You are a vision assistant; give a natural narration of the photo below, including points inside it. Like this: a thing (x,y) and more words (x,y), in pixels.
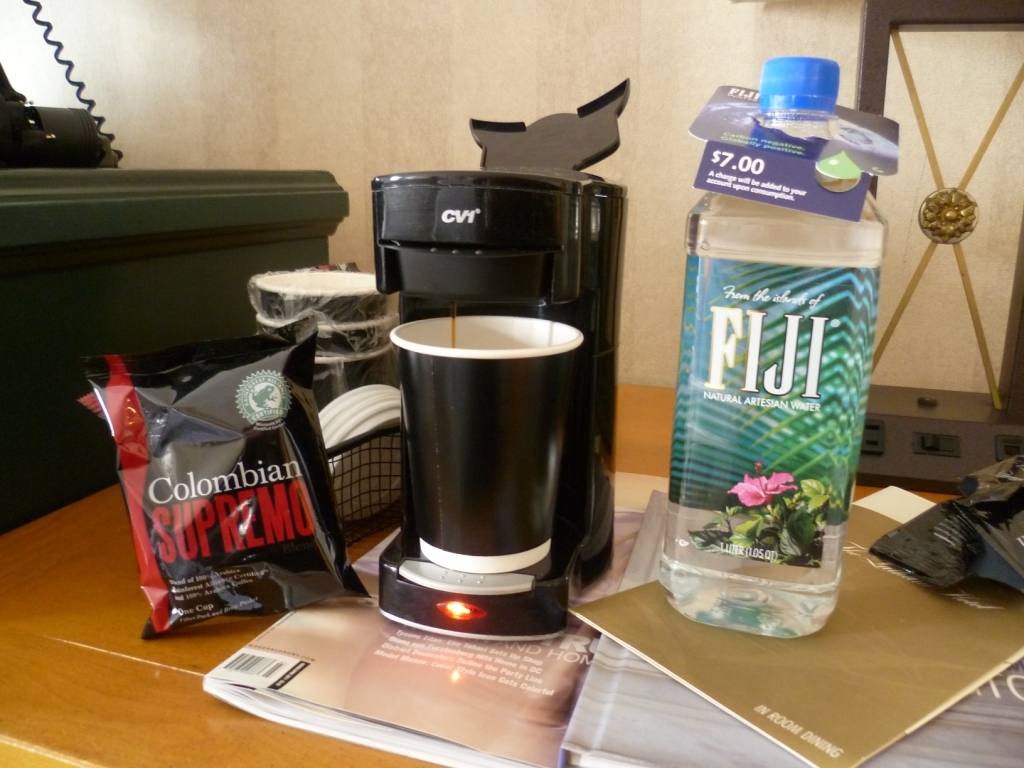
In this image we can see a water bottle (697,584), a coffee machine (487,279), Colombian packet (288,532), books (579,610) and also a cover (956,538) on the wooden table (115,675). We can also see a black color object (57,133). In the background (333,76) there is wall (588,44).
